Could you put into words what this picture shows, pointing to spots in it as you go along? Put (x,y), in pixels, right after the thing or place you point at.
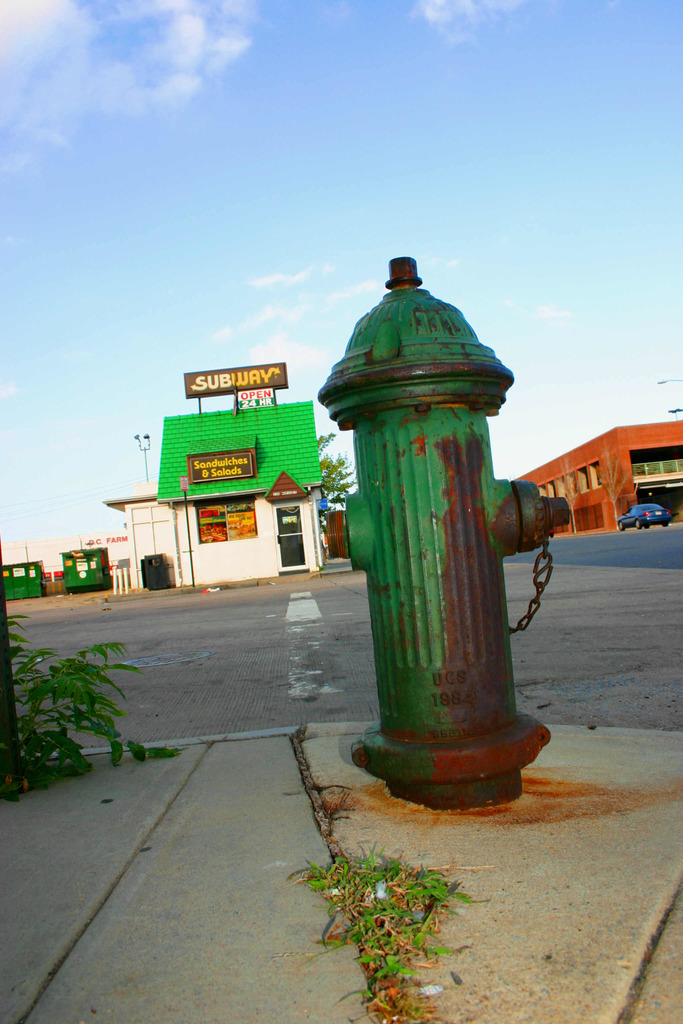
In this image I can see the sidewalk (190,891), some grass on the sidewalk (188,860), a fire hydrant (415,464) which is green and brown in color. In the background (354,628) I can see the road (330,654), a car (646,519) on the road (622,553), few buildings (660,487), a tree (321,496), few boards (248,472) and the sky (307,184).
